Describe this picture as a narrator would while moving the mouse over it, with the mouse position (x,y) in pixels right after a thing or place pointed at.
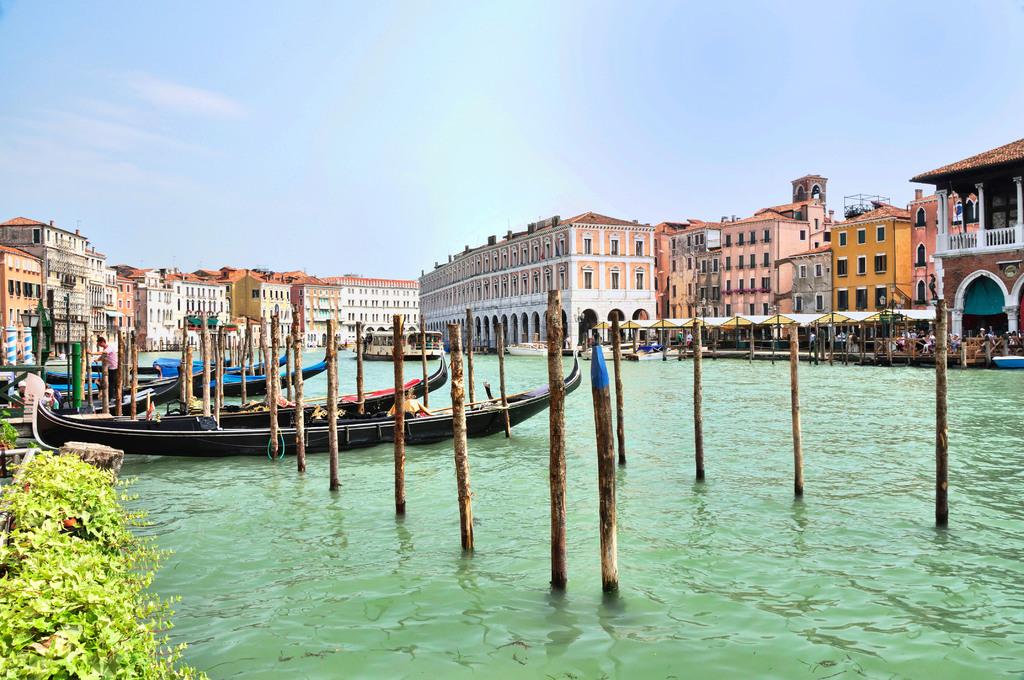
In this image we can see the boats (340,403) on the surface of the water (322,460). We can also see the wooden sticks (608,404), plants (86,521) and also many buildings (446,289). At the top (222,69) we can see the sky (467,156).
